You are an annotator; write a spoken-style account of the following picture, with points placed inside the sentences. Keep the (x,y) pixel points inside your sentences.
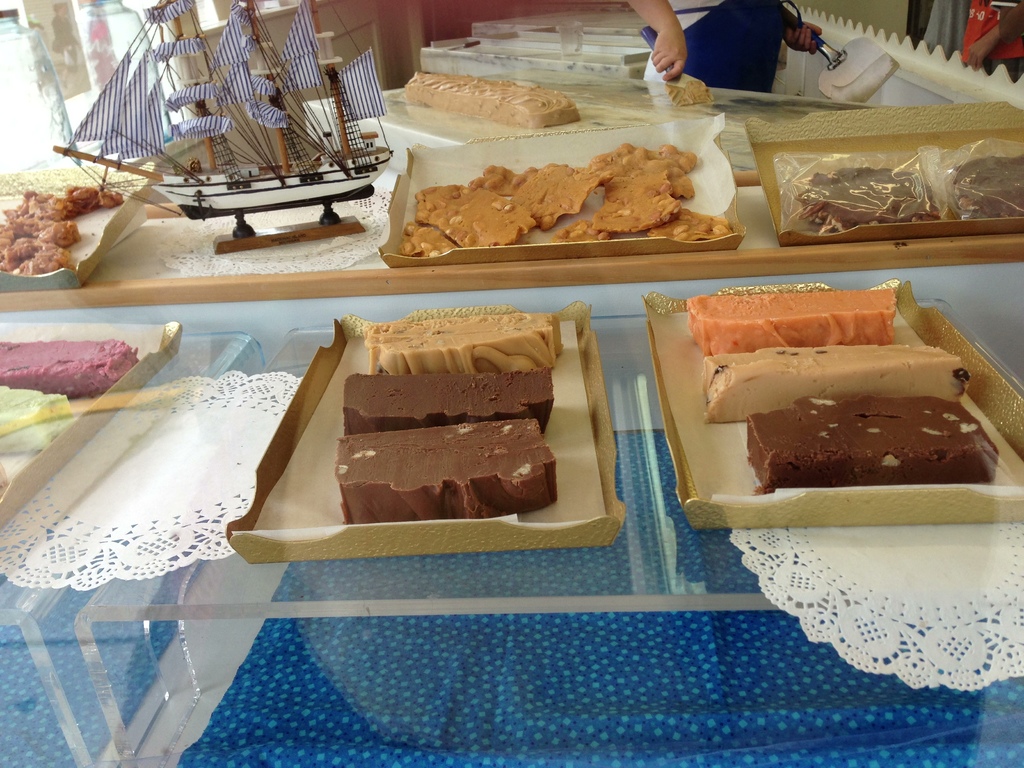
In the foreground of this image (586,512), there are chocolates (46,416) on the gold trays (512,537) are placed on the glass surface (224,344). In the background (352,151), there is a toy ship (304,81), a woman (726,48) standing and holding spatulas (844,67) in her hands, few tables (569,86) and the wall (381,19).
